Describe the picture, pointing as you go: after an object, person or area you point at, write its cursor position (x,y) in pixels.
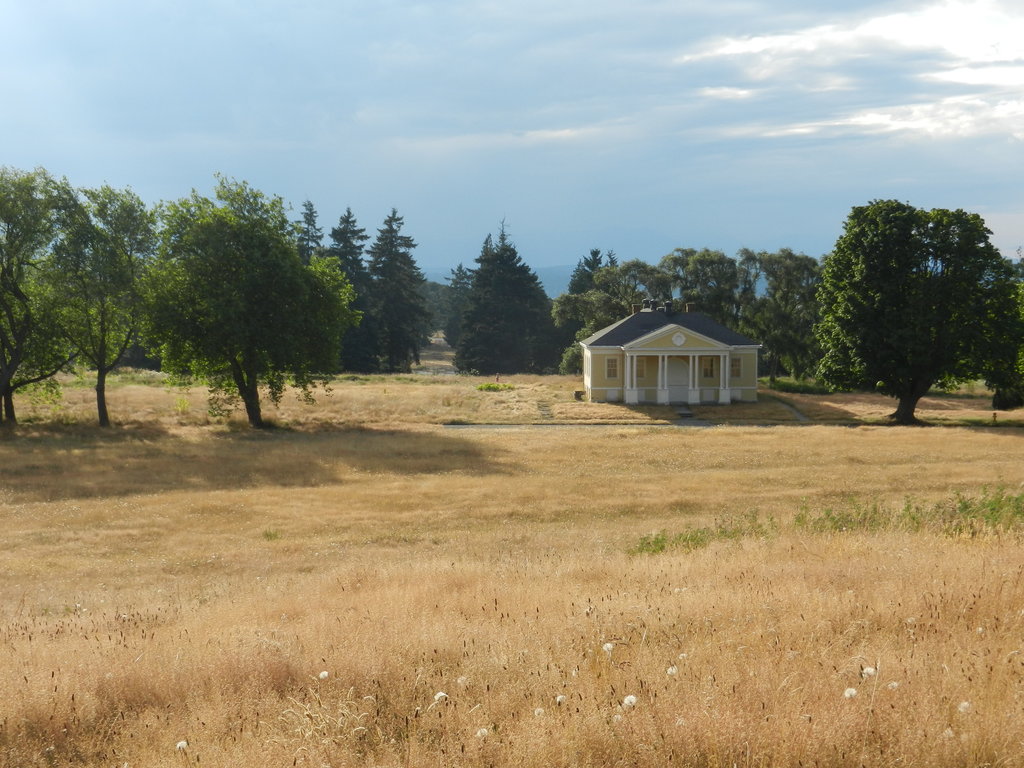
In this image I can see grass (252,552), number of trees (567,324), a house (652,372), shadows (978,428), clouds (1010,2) and the sky (271,144).
